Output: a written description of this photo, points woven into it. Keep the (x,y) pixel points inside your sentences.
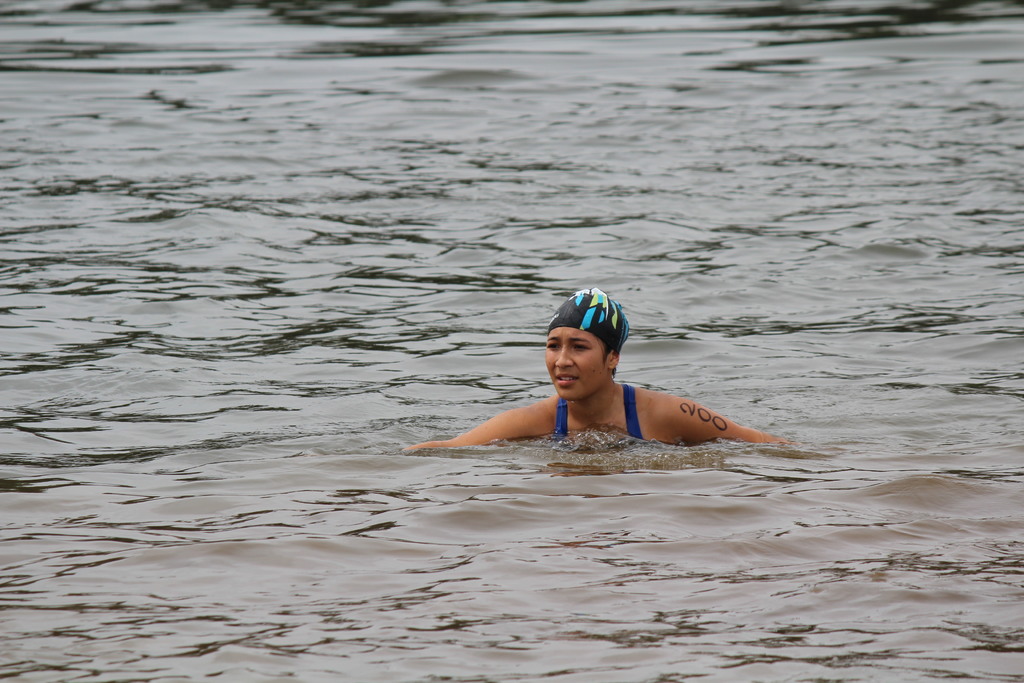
In this image there is a girl (592,316) swimming in the water (542,335).
